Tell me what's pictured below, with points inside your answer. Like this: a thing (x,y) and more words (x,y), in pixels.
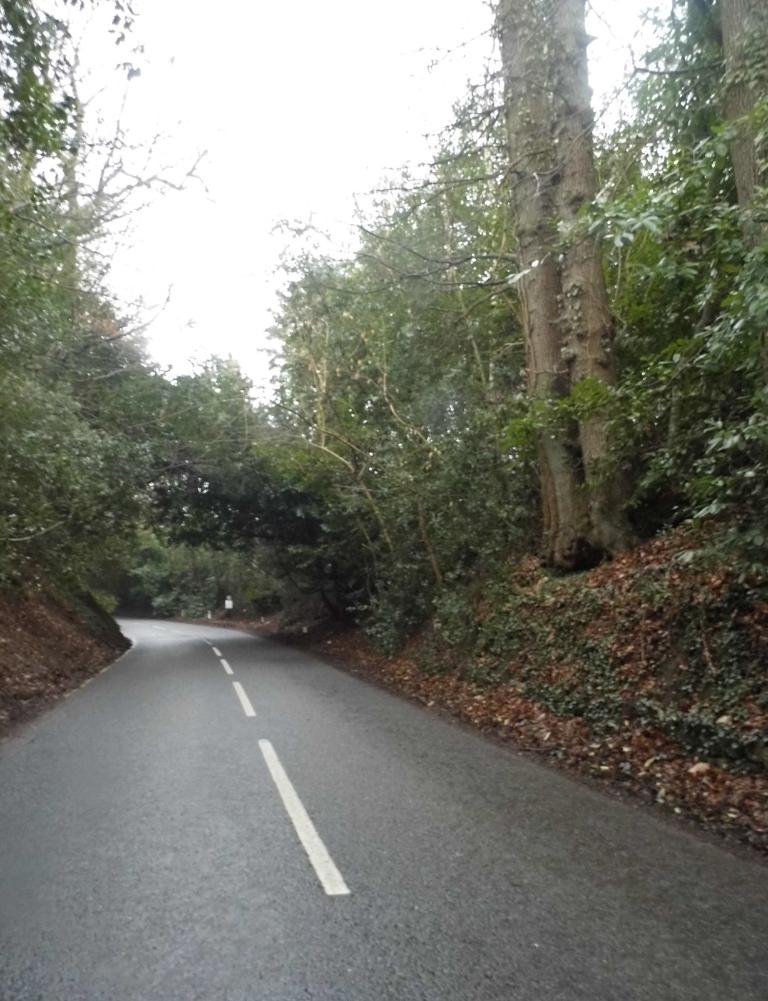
In the picture we can see a road (613,950) with white stripes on the middle of the road (55,777) and on the other sides we can see plants (163,559), trees (35,309) and in the background (199,582) we can see some trees (174,459) and sky (256,146).
